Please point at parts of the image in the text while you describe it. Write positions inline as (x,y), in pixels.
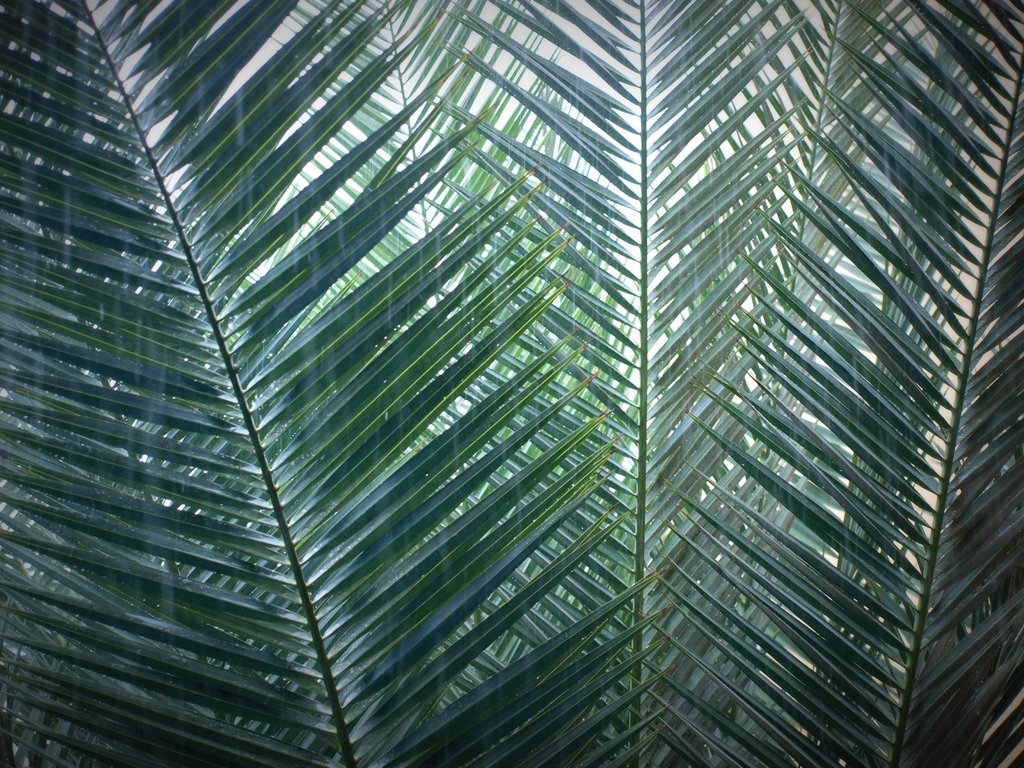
In this image we can see the leaves (520,295) of a tree (517,180), and also we can see the sky (638,128).
